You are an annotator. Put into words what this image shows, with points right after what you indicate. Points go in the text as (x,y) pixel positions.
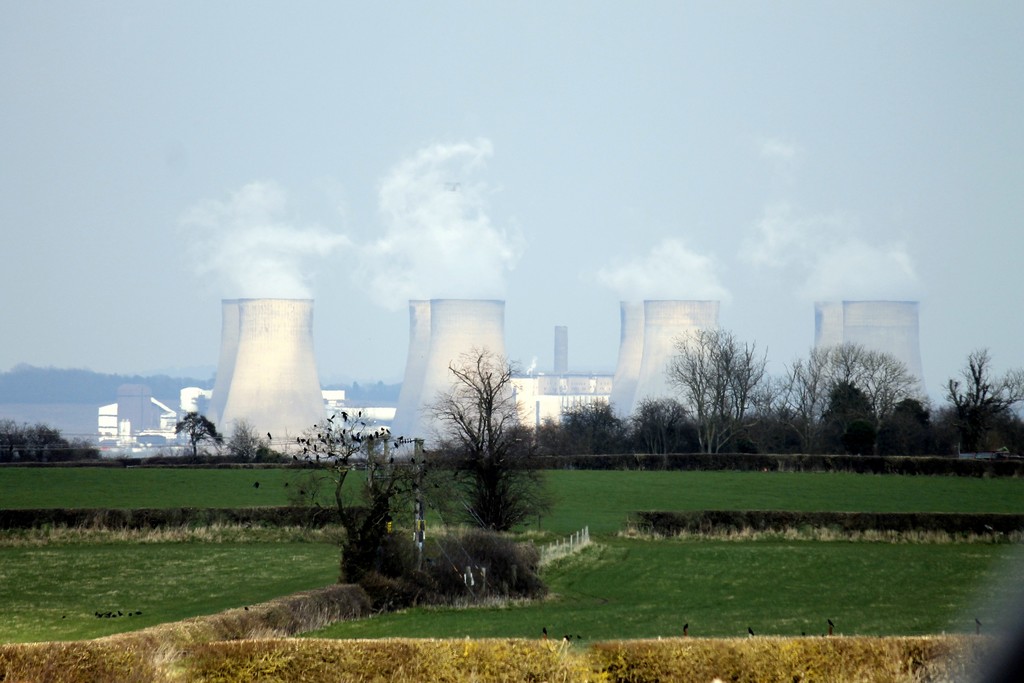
In the image I can see there is so much of grass (588,483), trees (664,452), nuclear power plants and buildings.
